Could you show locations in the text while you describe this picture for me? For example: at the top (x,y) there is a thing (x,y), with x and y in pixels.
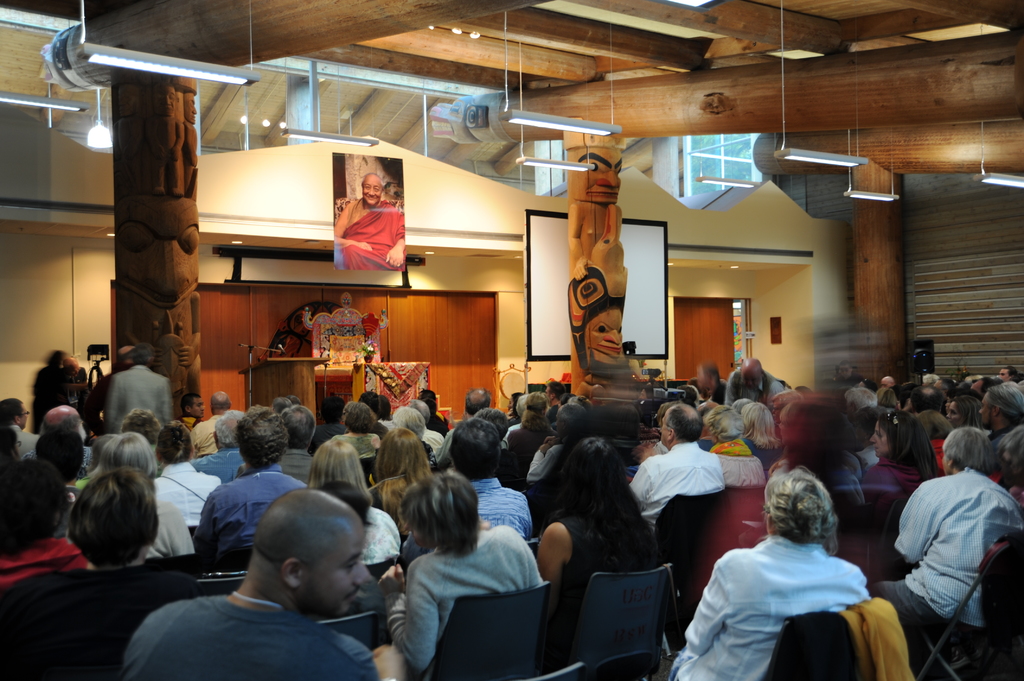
Here in this picture in the front (481,463) we can see number of people (407,470) sitting on chairs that are present on the floor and in front of them we can see a speech desk (271,377) with microphone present on it and beside that we can see some other things (355,368) also present and above that we can see a portrait (386,201) of a person (345,251) hanging on the roof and we can also see number of lights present on the roof (347,126) and on the left side (136,407) we can see people (70,373) standing and we can see the pillar (171,267) of the building (835,256) are carved and we can also see a projector screen (529,338) present and beside that we can see a door (687,325) present.
